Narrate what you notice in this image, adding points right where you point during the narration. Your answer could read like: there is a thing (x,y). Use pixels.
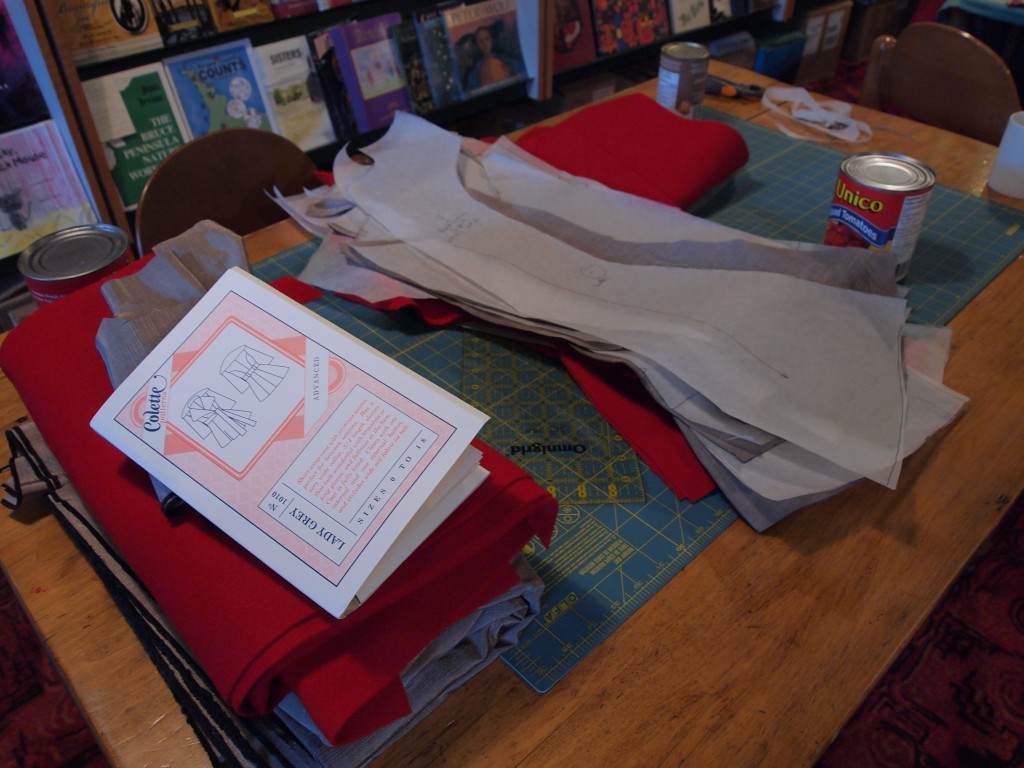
On the table (826,638) there is a blue color items (623,529), papers (520,220), tin (832,216), red color cloth (200,559), a book (313,486) on it. In the background (480,33) there is a cupboard (62,98) with many books (292,111) in it.
